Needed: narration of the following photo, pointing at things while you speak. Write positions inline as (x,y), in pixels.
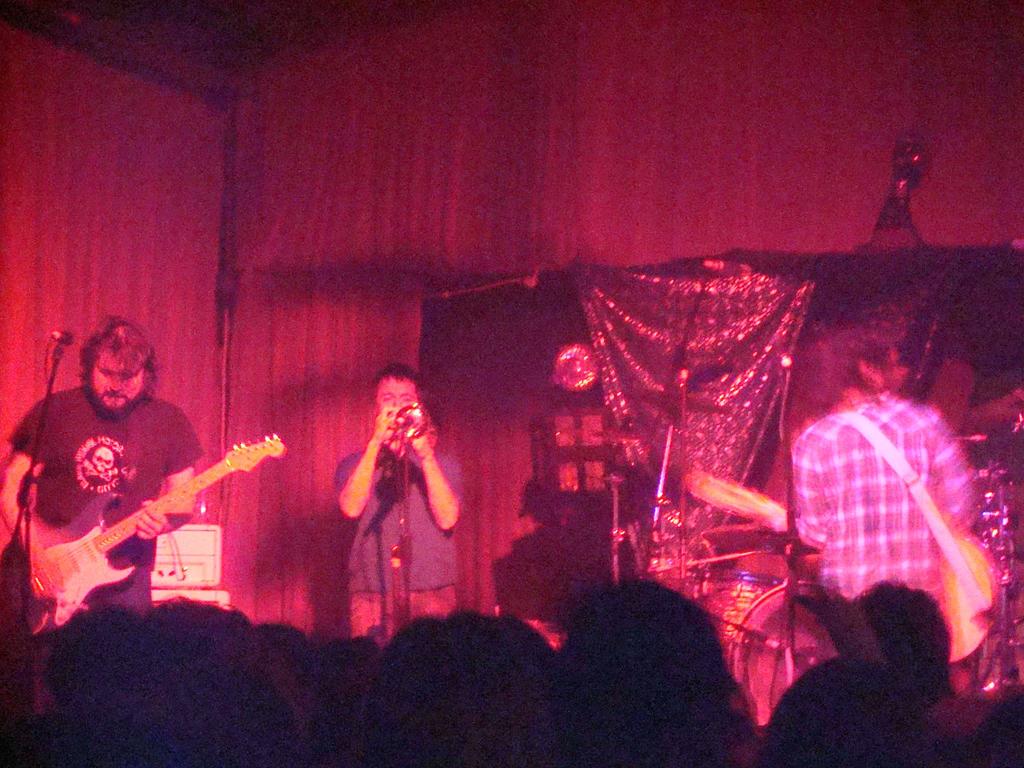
In this picture there are people (151,553) standing and one of them is playing guitar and another one is playing a trumpet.
